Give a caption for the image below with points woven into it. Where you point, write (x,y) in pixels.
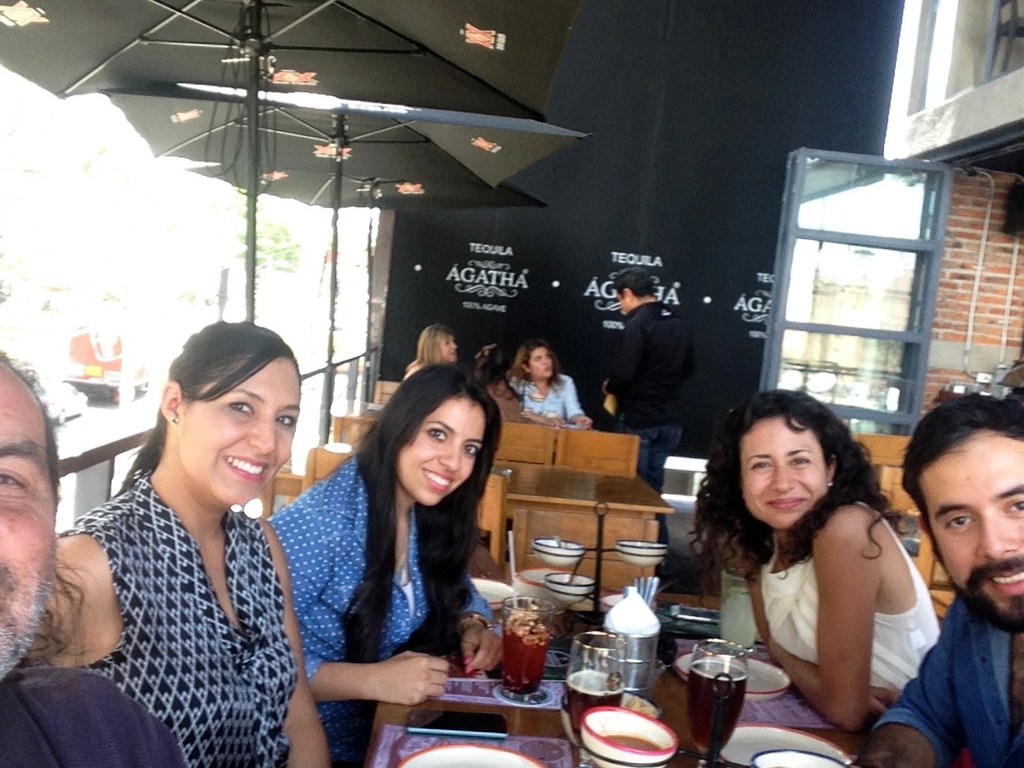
In this image i can see few persons (245,579) sitting on chairs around the table (531,722), On the table (512,710) i can see a mobile (435,716), few plates (485,758), few glasses (598,662) and few bowls (581,577). In the background (566,377) i can see few tents (380,158), trees (283,249), the wall (531,209). the door (783,225), a person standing and few other people (484,355) sitting on chairs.
